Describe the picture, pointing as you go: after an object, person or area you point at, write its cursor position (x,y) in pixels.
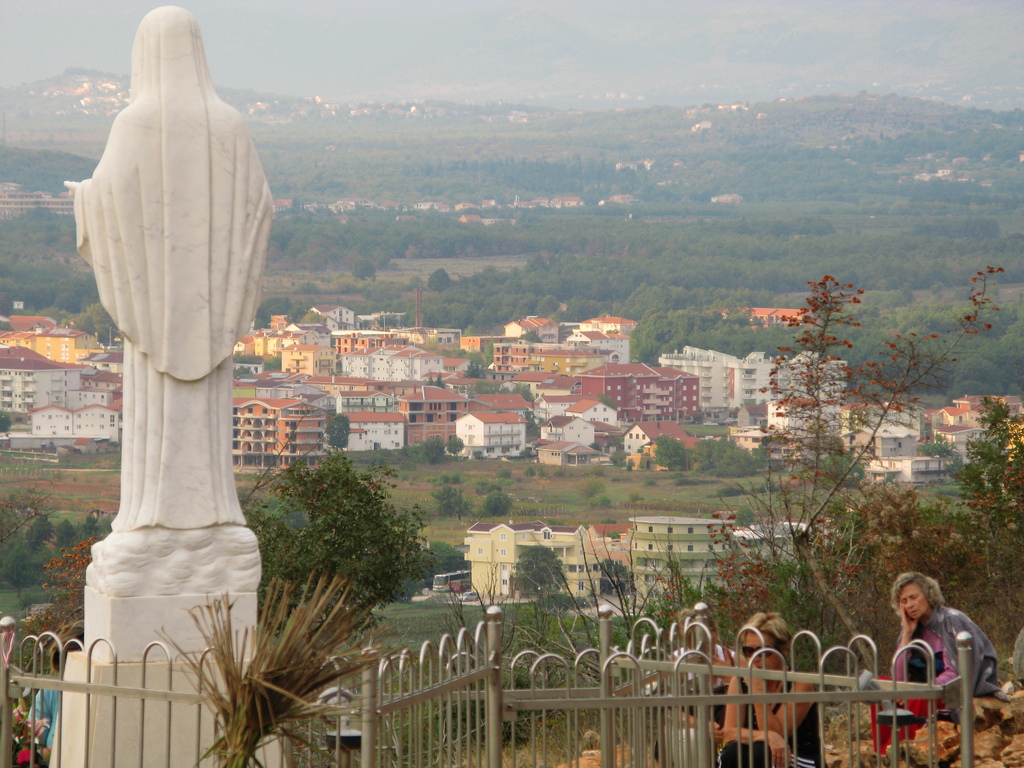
In this image I can see a white colour sculpture (157,319) and I can see few people (54,724). In the background (659,449) I can see number of trees (480,158) and number of buildings (447,403).
